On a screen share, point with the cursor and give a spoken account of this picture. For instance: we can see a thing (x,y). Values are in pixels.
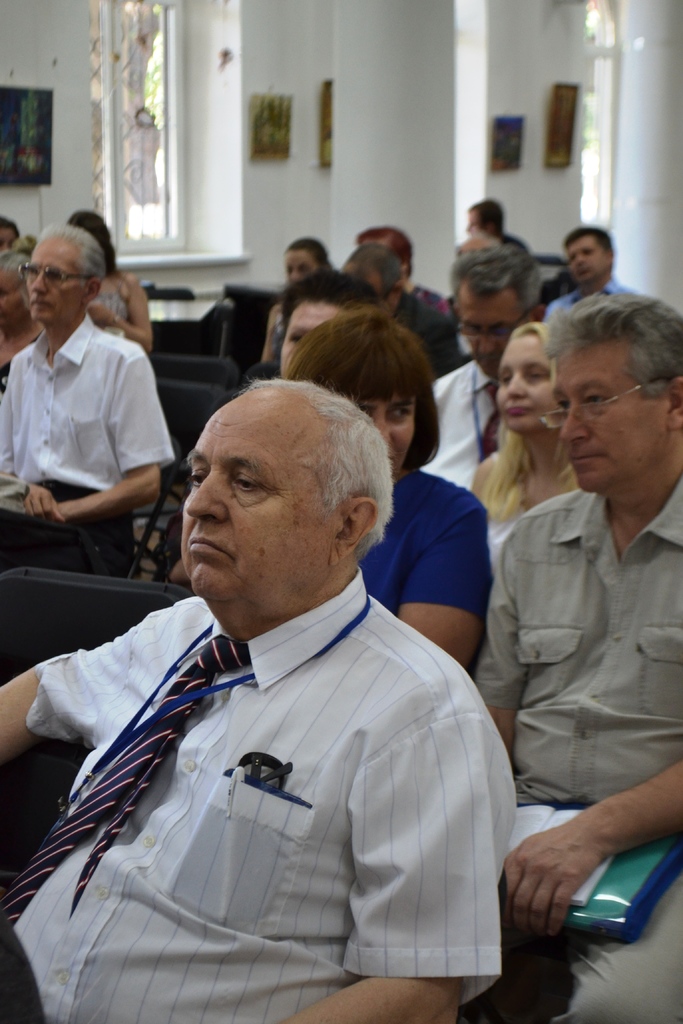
In the image there are many old men (340,513) sitting on chairs (174,409), this seems to be clicked inside a church (663,17), in the back (162,117) there is a window (152,152) on the wall (84,52) with photo frames (35,145) on either side of it.
